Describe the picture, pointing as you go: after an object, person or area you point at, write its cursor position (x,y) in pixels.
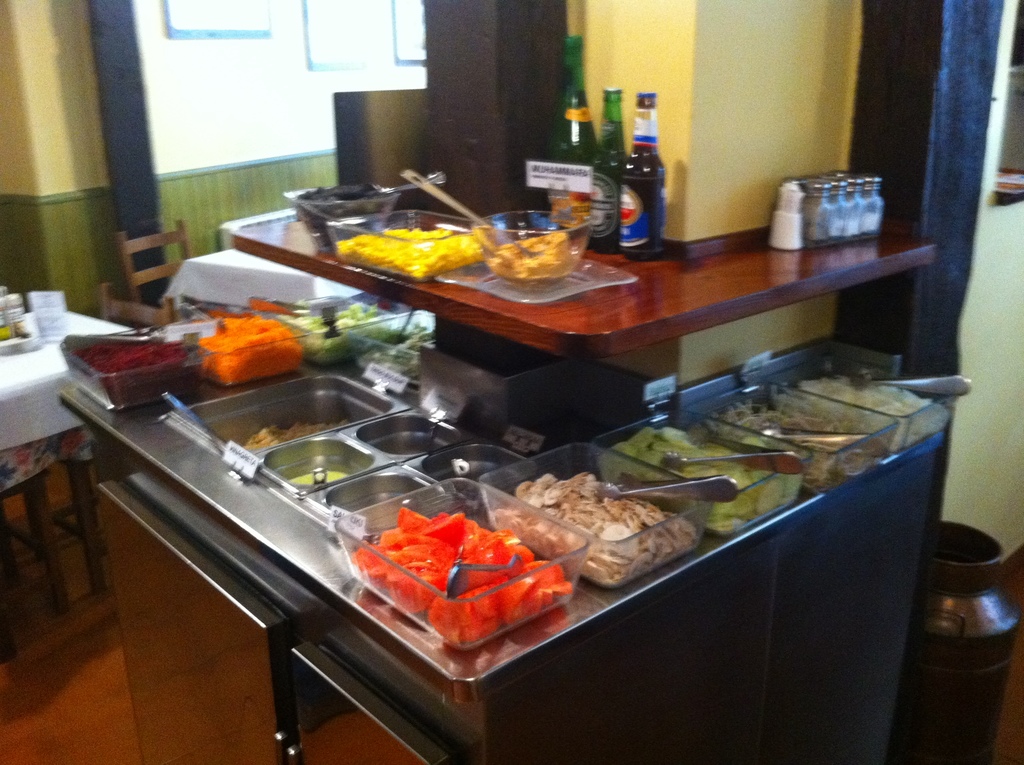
In this picture I can see few food items (873,397) in the bowls (348,204) and I can see few bottles (644,189) and few salt and pepper shakers (842,200) on the counter top (573,321) and I can see a table (48,405) and couple of chairs (129,317) on the left side of the picture (1,459) and looks like few photo frames (316,46) on the wall (373,40).
